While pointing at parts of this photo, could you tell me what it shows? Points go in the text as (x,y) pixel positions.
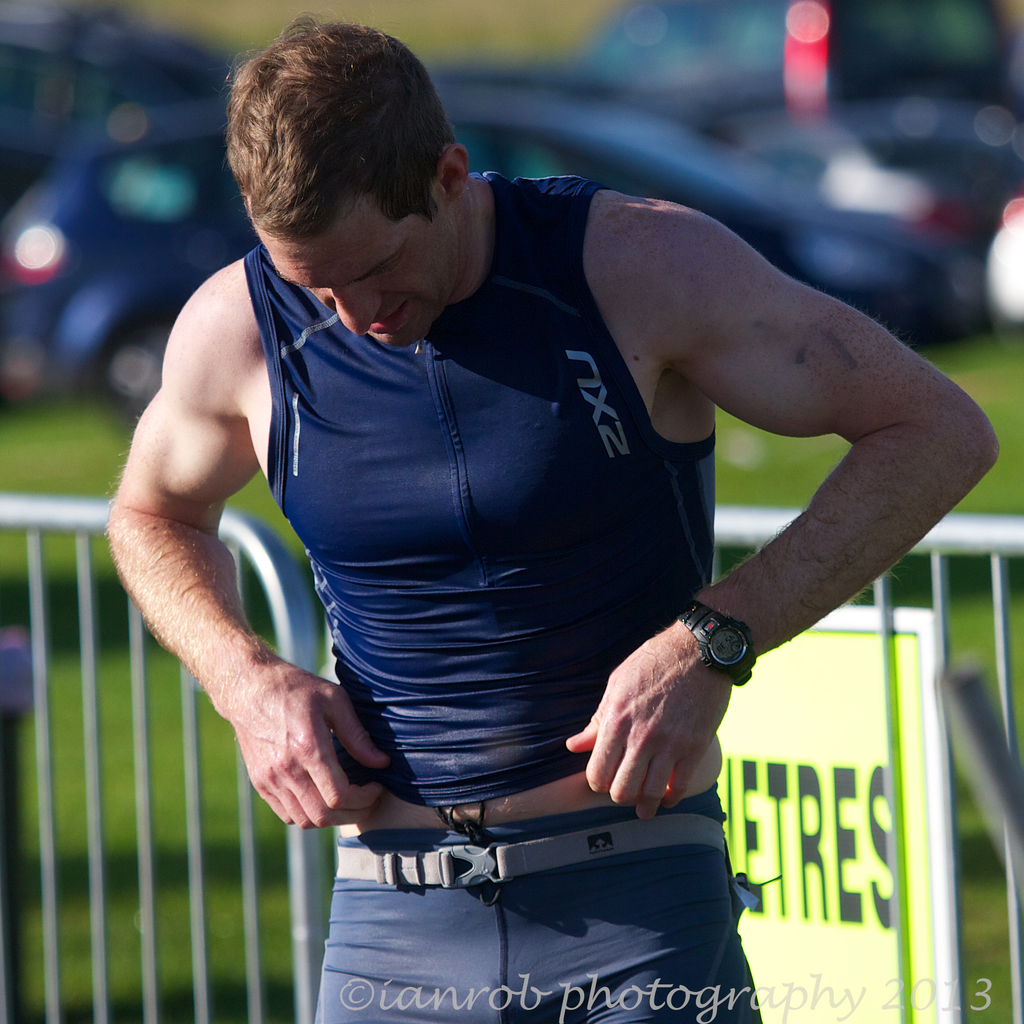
In this picture I can see there is a man (666,292) standing and he is holding the shirt (425,800) and wearing a watch (747,639) and a belt (640,829) and there is a water mark (526,977) here at the bottom of the image (689,1005). In the backdrop (860,1010) there is a railing (996,607), board (824,894) and there are few vehicles (797,148) parked in the backdrop (596,44) and it is blurred.
